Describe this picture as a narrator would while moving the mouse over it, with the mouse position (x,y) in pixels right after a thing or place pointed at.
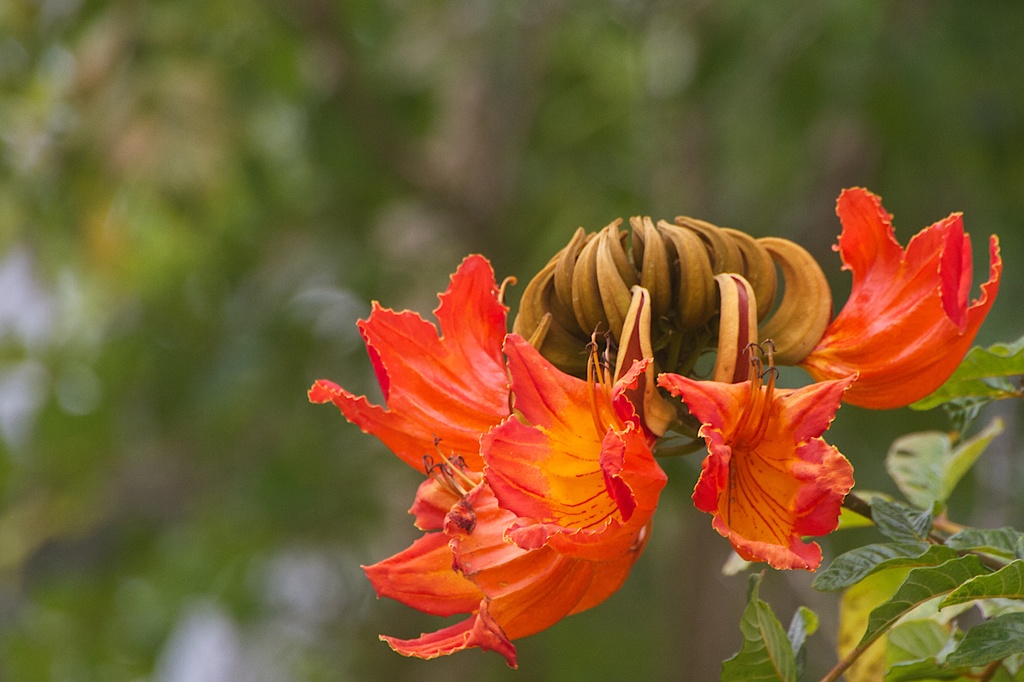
In this picture we can see a flower (752,413) here, in the background (305,214) we can see some leaves (272,226).
